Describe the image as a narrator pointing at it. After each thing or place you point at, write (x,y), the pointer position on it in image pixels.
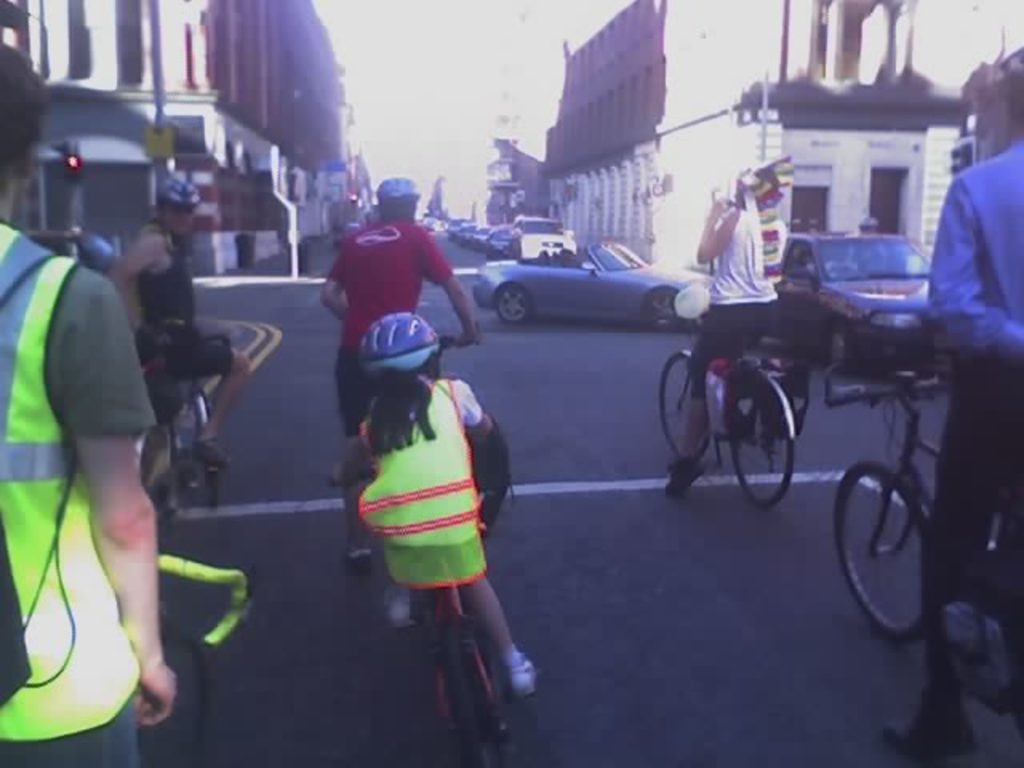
This picture describe that a group girl and boy (337,262) are riding a bicycle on the road (523,363), From the center this small girl (424,397) wearing a yellow jacket (441,447) and helmet (401,354) riding a bicycle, from right we can see that a blue car (504,273) is crossing toward the right path (535,353) and red building (236,50) seen on both side. and traffic signal light (67,177) on the left (78,185).
